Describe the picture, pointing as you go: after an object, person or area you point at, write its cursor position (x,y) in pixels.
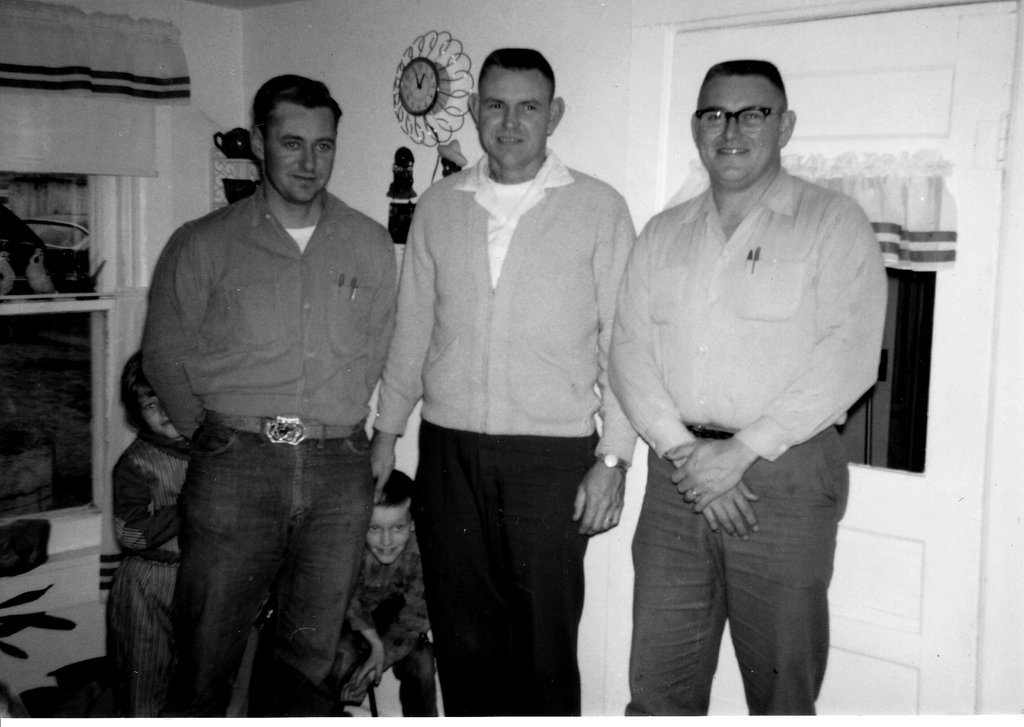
In this picture we can observe three men (568,321). All of them are smiling. One of them is wearing spectacles (738,113). There are two kids (165,546) behind them. In the background (163,150) we can observe a wall clock (454,98) on the wall (355,47). On the right side (892,572) we can observe a door (877,464). This is a black and white image.
